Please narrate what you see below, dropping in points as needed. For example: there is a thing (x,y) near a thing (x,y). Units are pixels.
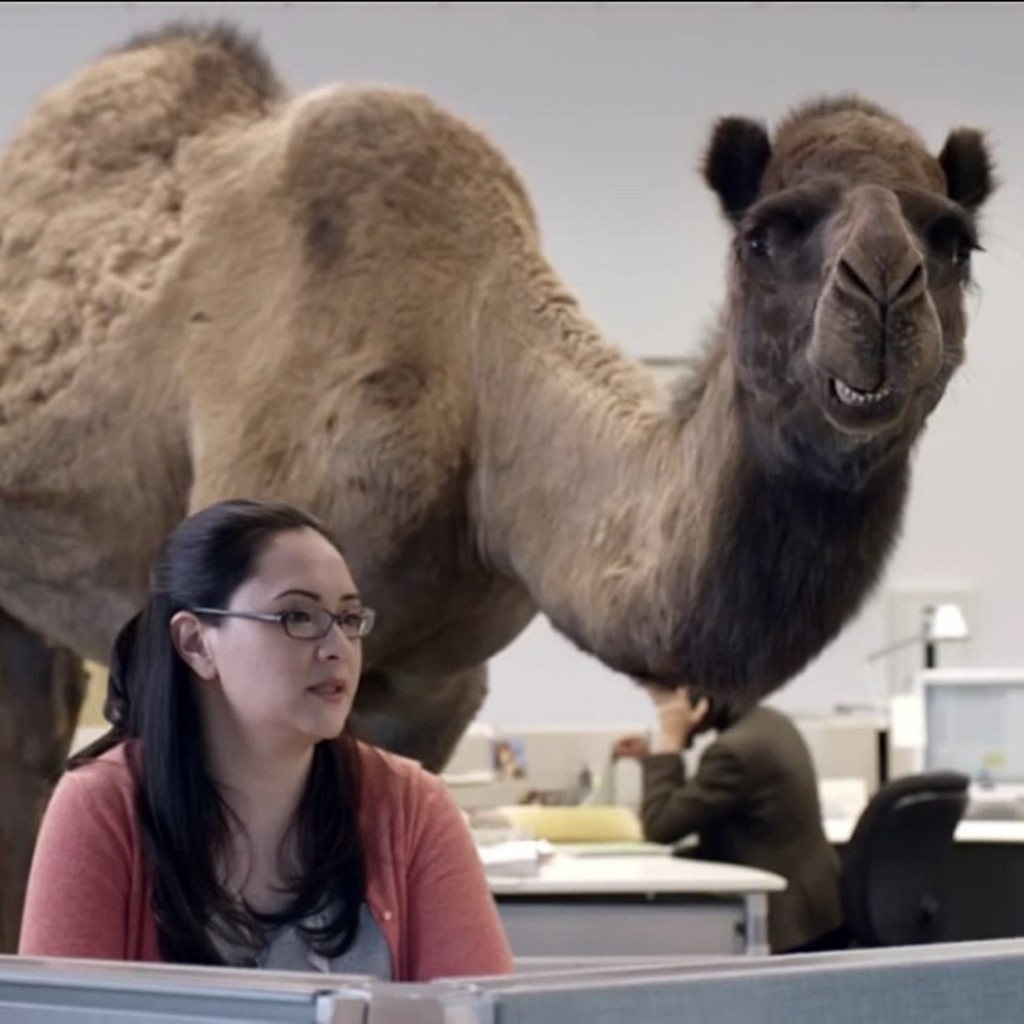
In this image we can see a woman (350,936) and there is a person (834,860) sitting on the chair (874,850). In the background (308,494) we can see a camel (711,528), table (652,951), wall (698,288), and other objects (990,783).
